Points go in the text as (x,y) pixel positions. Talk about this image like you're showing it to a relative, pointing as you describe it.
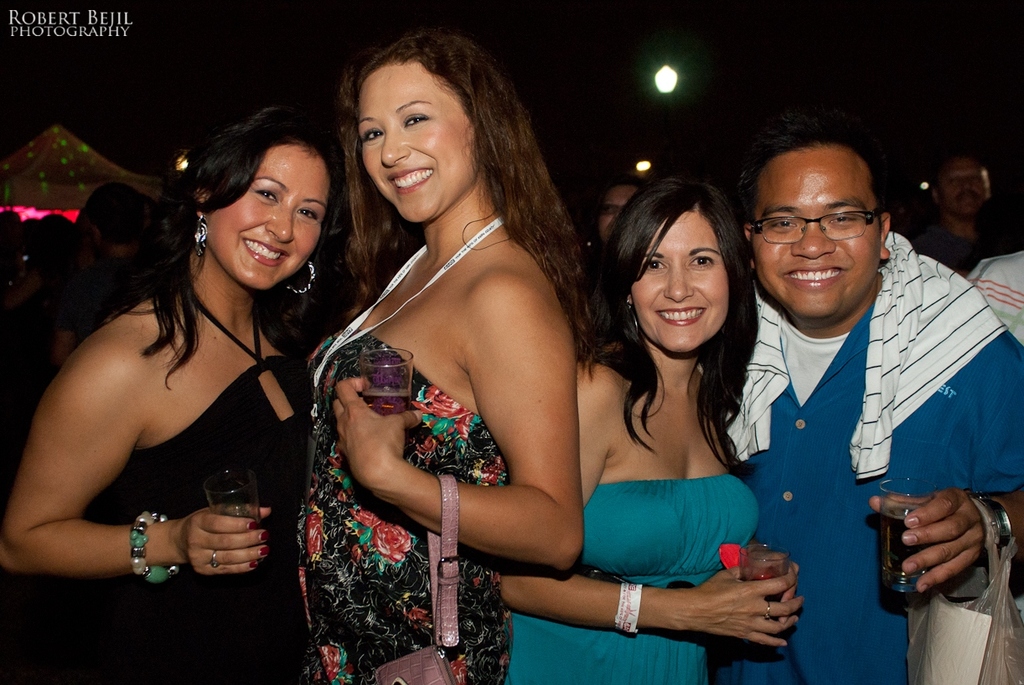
In this image we can see three women (517,355) and a man (919,371) holding the glasses (232,483) and standing and also smiling. In the background (26,254) we can see the people (960,237), tent (64,196), lights (664,70) and in the top left corner (96,11) we can see the text (75,35).
